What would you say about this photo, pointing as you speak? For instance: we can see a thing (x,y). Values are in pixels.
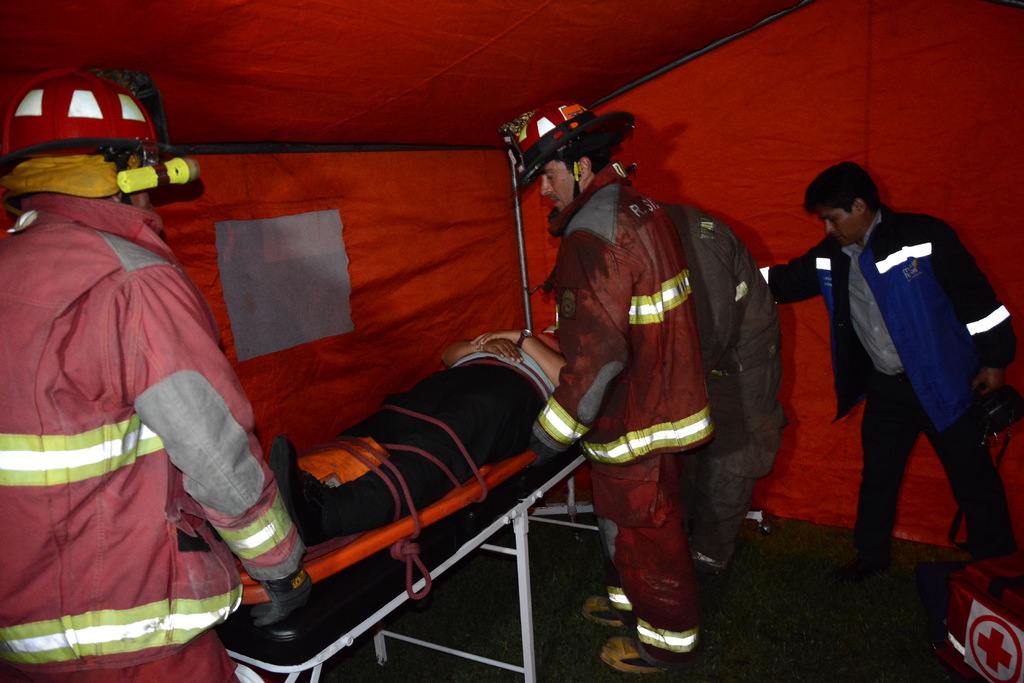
In the foreground of this image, there is a tent (344,266). Under it, there is a man (476,416) on the stretcher (424,527) and four man (653,545) standing on the ground (327,668). On the right bottom corner (992,644), there is a first aid box (995,641).
